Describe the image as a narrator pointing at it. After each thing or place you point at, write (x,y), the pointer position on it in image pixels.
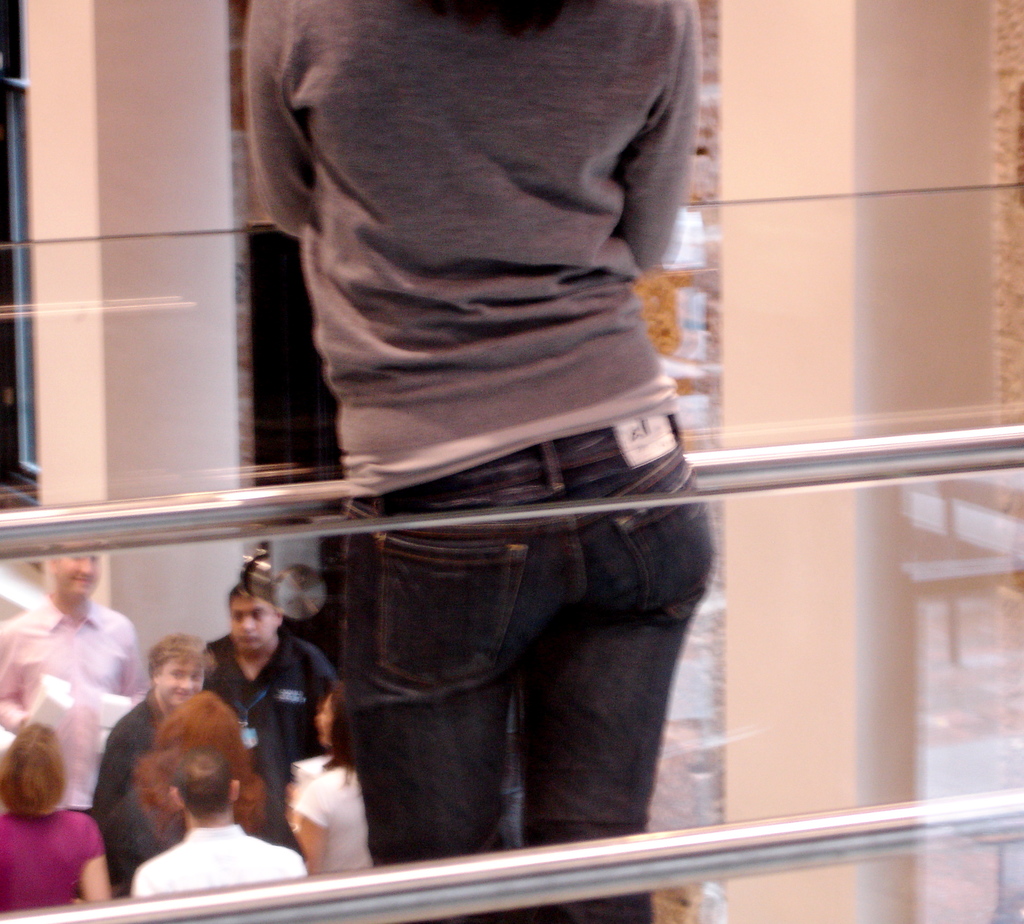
In this image I can see group of people (498,554). In front (496,568) the person (474,355) is wearing gray color shirt (462,308) and I can see few rods (311,915). In the background (192,548) the wall (154,144) is in cream color.
